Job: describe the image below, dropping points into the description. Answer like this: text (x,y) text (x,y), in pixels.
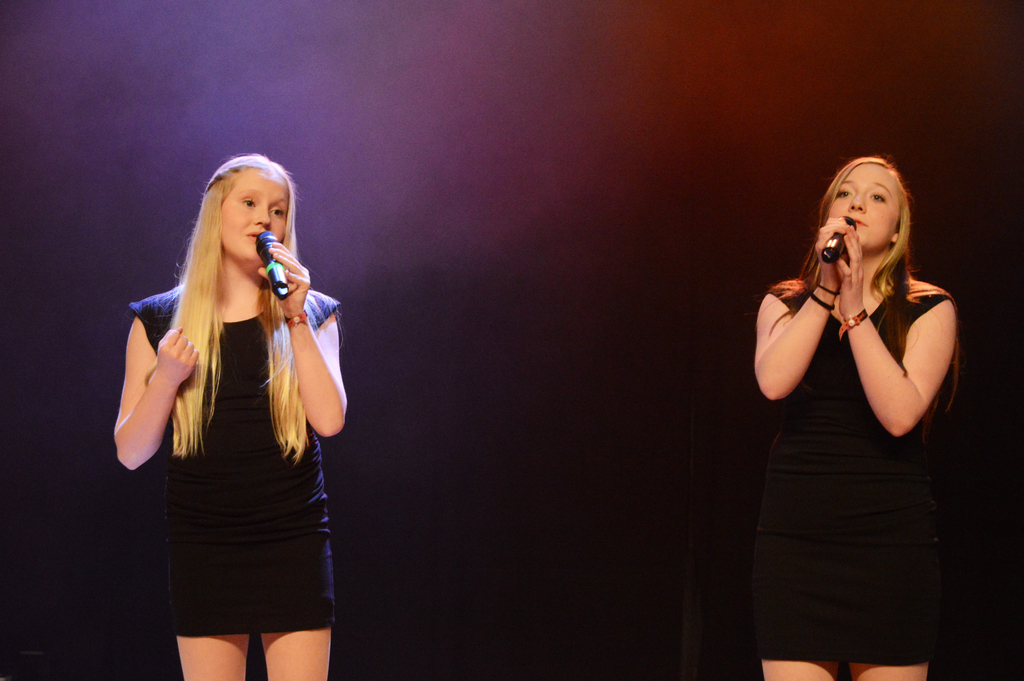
This image might be clicked in a musical concert. This image consists of two women (818,317). Both of them are having mics (279,279) in their hands (292,291), both of them wore black dress (308,538). The one who is on the right side (865,311) has bracelet (843,320) to her hand (867,363). Both of them are singing something.
